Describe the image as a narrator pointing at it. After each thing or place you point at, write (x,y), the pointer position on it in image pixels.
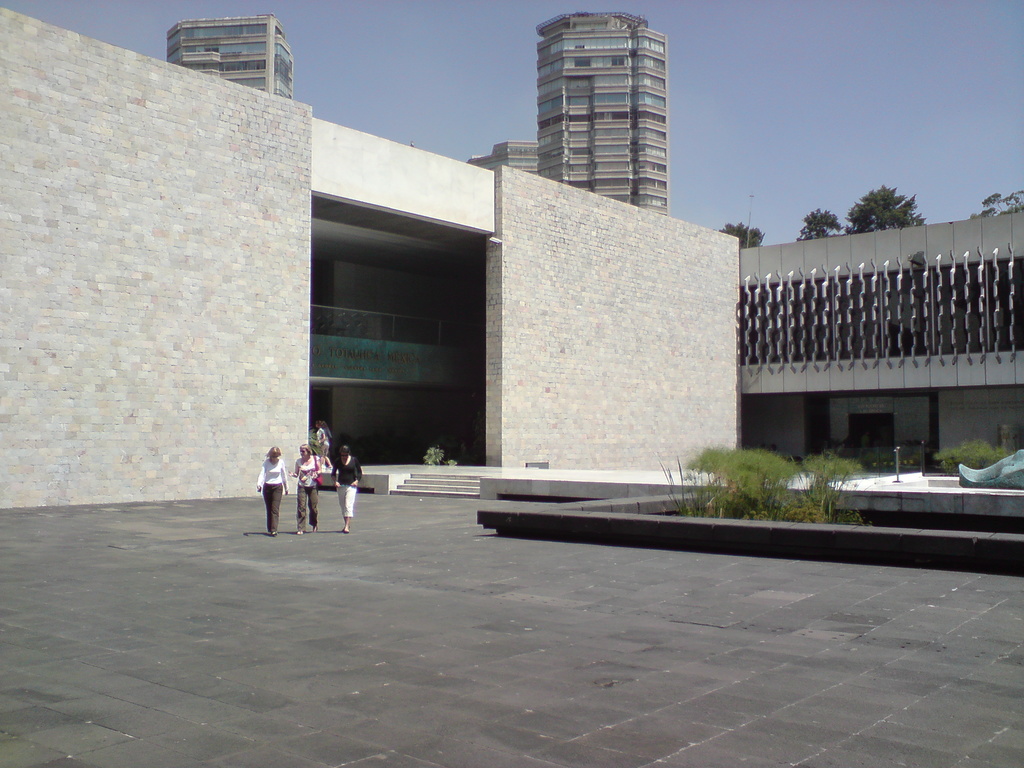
There are people (340,488) walking. We can see plants (748,467), sculpture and steps (456,485). In the background (434,215) we can see people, building (709,260), trees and sky (709,26).
